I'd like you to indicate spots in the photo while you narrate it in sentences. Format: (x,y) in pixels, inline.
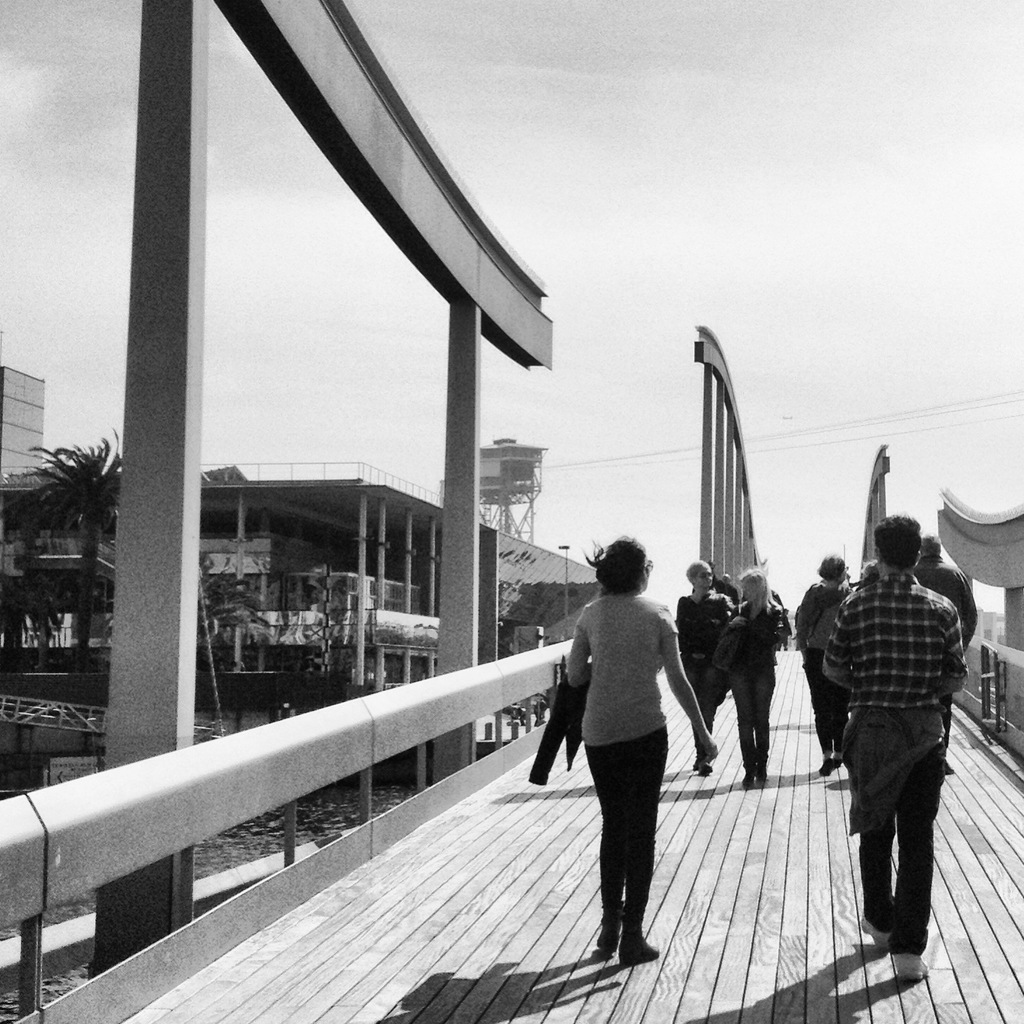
In this black and white image there are few people (822,702) walking on the bridge (776,876). On the left side of the image (19,571) there are buildings (107,617) and trees (89,624), in front of the building (286,607) there is a river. In the background (622,289) there is the sky (766,347).
